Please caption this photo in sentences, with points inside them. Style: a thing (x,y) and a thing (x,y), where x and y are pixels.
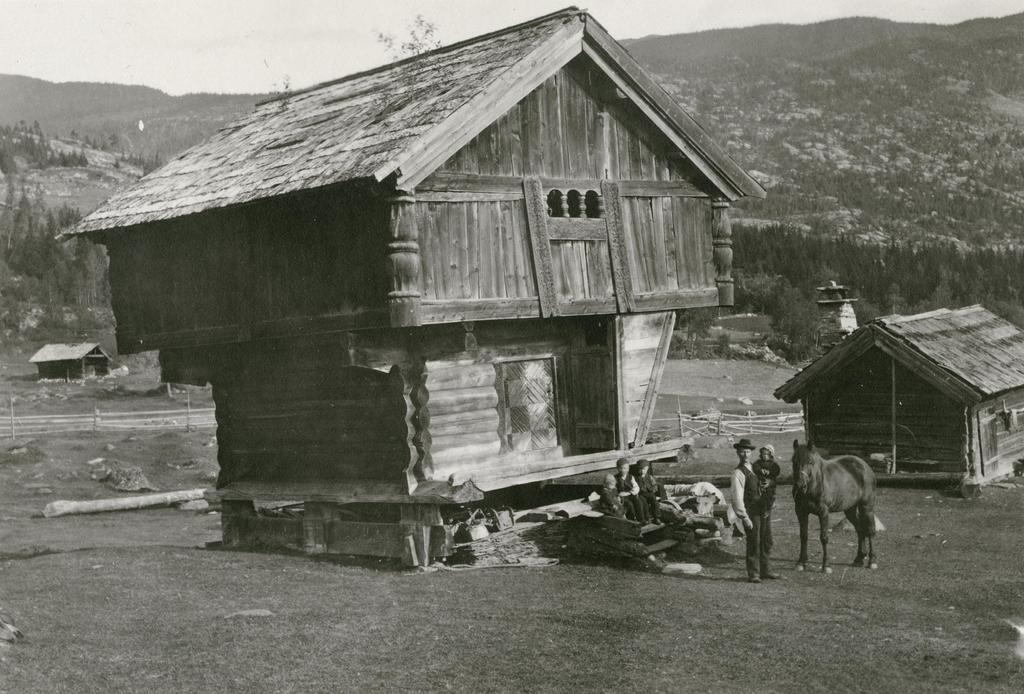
This is a black and white picture. In the background (388,63) we can see sky (288,23), hills (663,42) and trees (896,83). In this picture we can see houses (730,296) and people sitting behind to a man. We can see a man (747,445) wearing a hat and carrying a baby (768,486). Beside to him we can see an animal (862,564).
